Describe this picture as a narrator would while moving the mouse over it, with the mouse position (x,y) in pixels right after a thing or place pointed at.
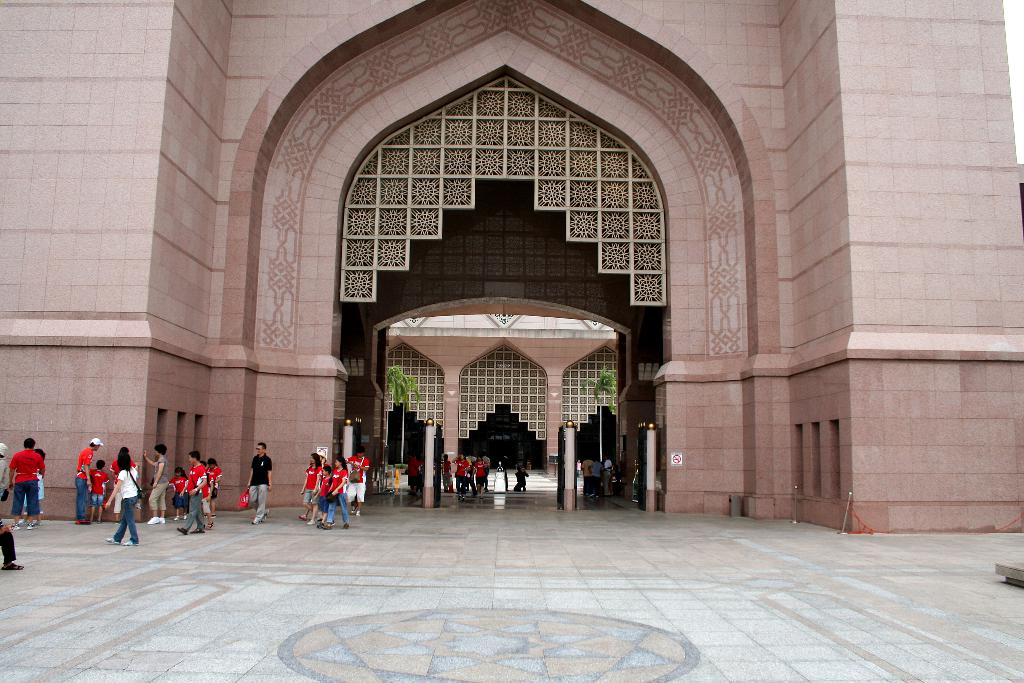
On the left (331,505) i can see many peoples (133,520) were standing and walking near to the wall (112,403). In the center (467,430) i can see building (981,422) and door (505,432). In the top right corner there is a sky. At the bottom (332,667) i can see some circle structure (332,667) on the floor (350,576).
